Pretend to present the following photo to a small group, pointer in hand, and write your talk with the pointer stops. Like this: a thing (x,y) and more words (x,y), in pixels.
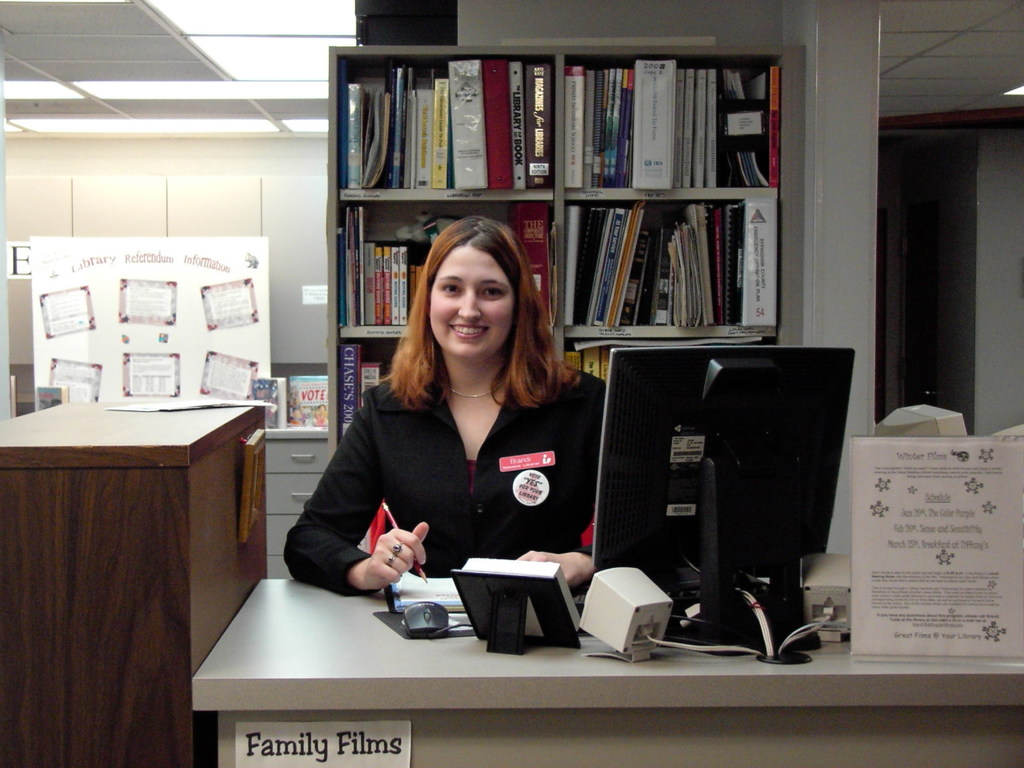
In this image there is a person (469,387) sitting on the chair (369,542) and she is holding the pen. In front of her there is a table (613,701). On top of it there is a book (450,586), computer (698,501), photo frames (522,620) and a few other objects (693,614). Behind her there are books (685,268) on the rack (573,152). Beside her there is a wooden table (208,467). On top of it there is a paper (218,400). In the background of the image (298,413) there are books (272,396) on the table (295,463). There is a wall (189,172). On top of the image (327,71) there are lights (206,24).
